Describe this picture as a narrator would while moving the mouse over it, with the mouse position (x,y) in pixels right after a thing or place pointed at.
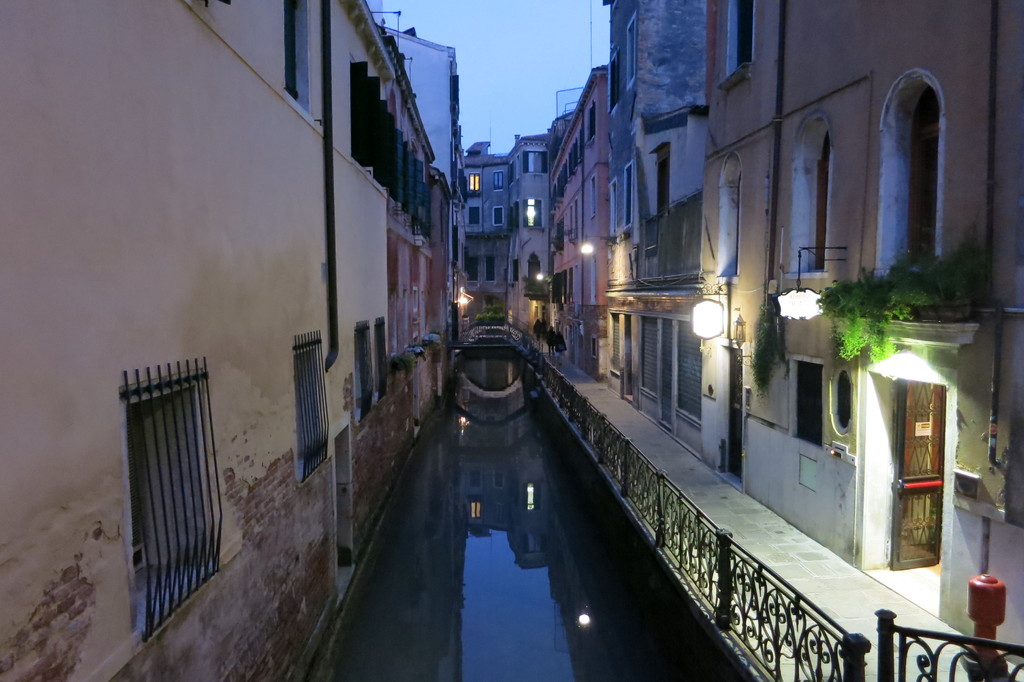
In this image, we can see water (404,474), there are some buildings (666,256), we can see some windows (355,377), there is a fence (717,551), at the top (523,43) there is a sky (508,70).
